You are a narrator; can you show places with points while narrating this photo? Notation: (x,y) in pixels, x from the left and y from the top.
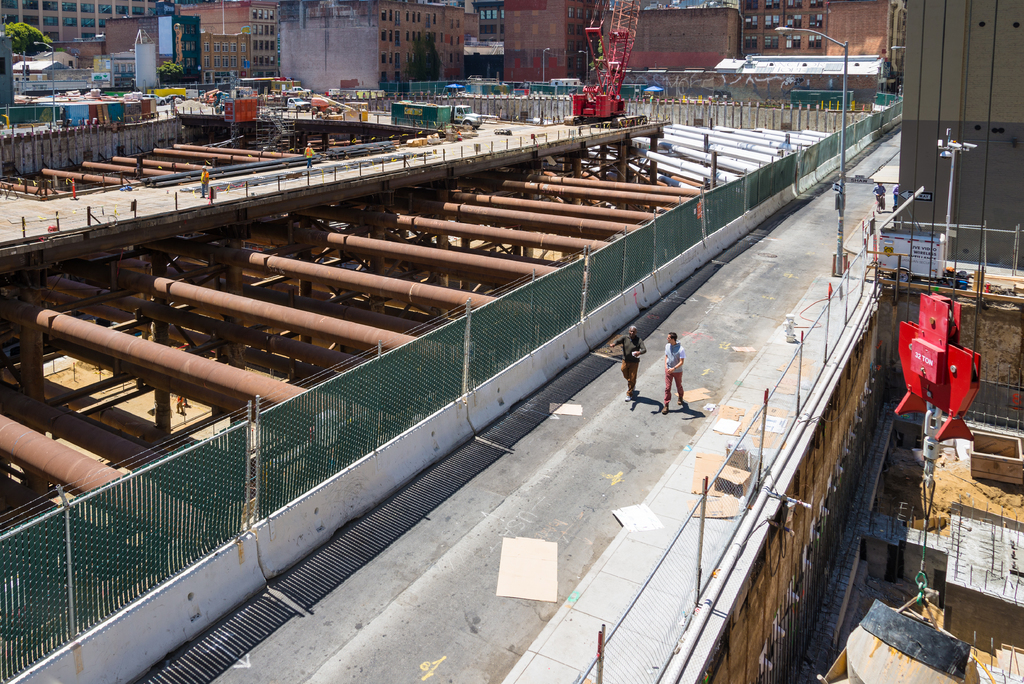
This image is taken in a construction zone (712,130). In the center of the image (626,339) there are two persons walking on road (418,608). In the background of the image (783,8) there are buildings (458,9).
